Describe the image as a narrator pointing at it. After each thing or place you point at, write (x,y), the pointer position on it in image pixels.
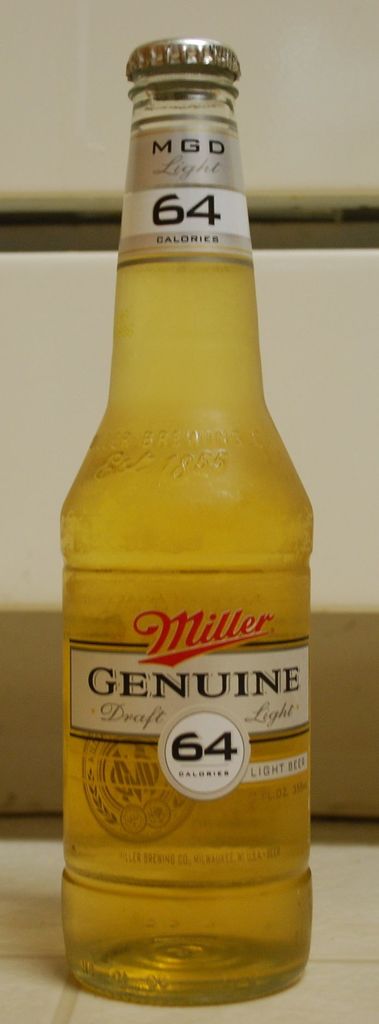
In the picture there is a bottle (178,743) on the ground (253,1009). On the bottle (115,558) there is a label (138,780) and a lid (174,60).
